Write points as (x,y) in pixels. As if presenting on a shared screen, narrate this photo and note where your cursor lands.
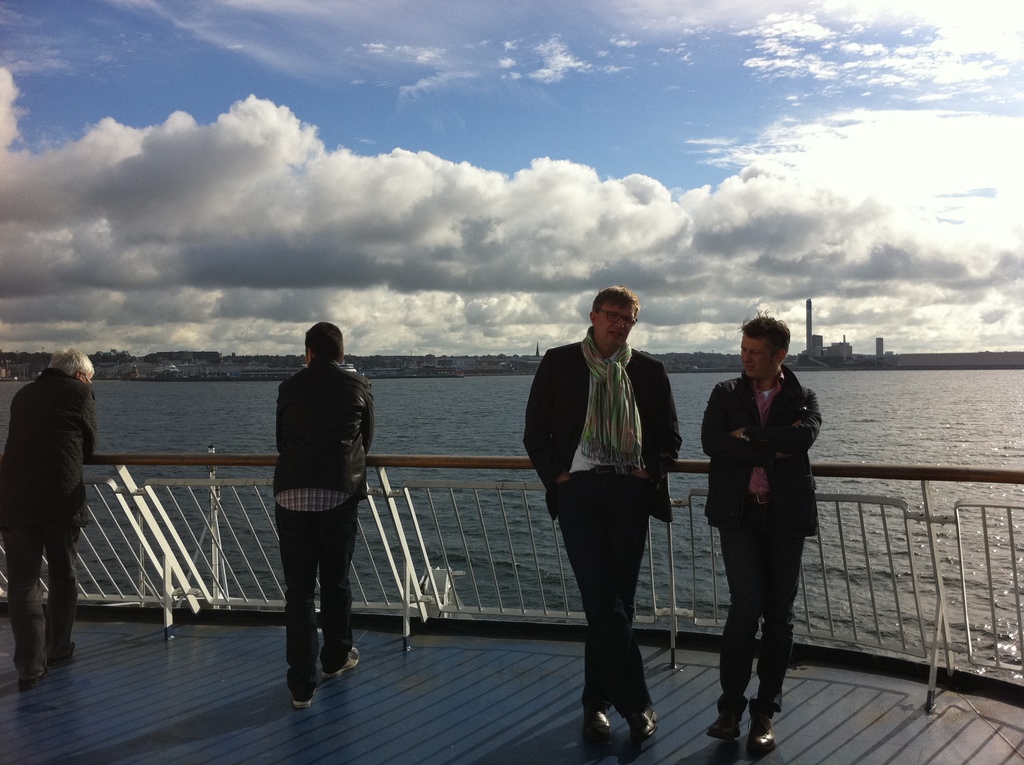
In the image four persons (58,413) are standing. Behind them there is fencing (90,558). Behind the fencing (989,670) there is water (1010,426). Behind the water (966,378) there are some buildings (109,376). At the top of the image (984,189) there are some clouds (1022,5) in the sky (99,115).
